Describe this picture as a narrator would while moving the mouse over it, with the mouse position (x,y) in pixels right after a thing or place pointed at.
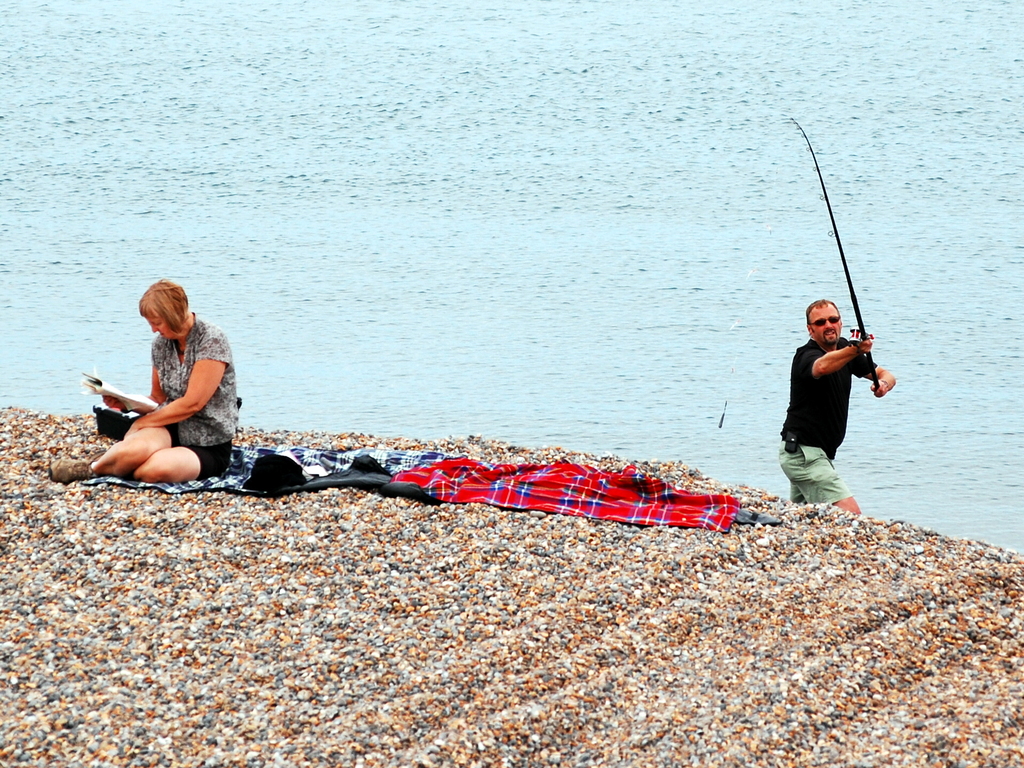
In this image we can see a woman (185,406) is sitting on the land (141,505) and reading a book (126,396). We can see clothes (239,472) on the land (670,656). On the right side of the image (802,383), we can see a man (832,391) is standing and holding fishing rod (860,334) in his hand (868,347). In the background (553,201), we can see water (651,252). There are stones (356,635) on the land (732,647).
